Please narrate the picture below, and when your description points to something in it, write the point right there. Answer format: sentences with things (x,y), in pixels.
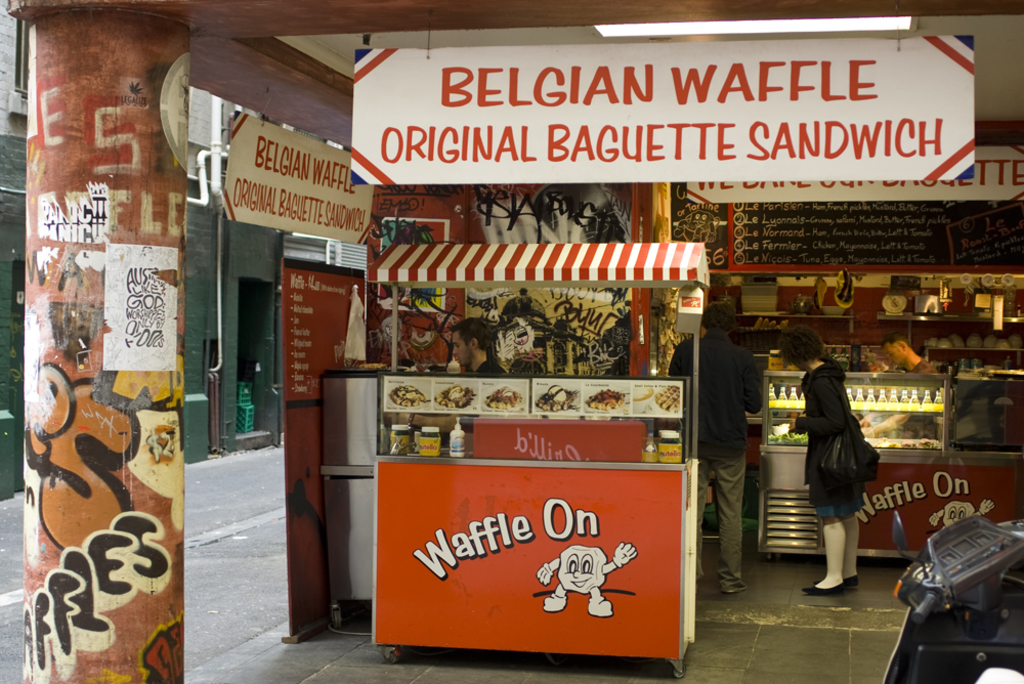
In this image, we can see boards (527,65), stores (411,258) and there is graffiti (150,316) on the wall (411,296) and we can see some objects (897,312), food items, bottles (916,400) and there are some objects (398,428) and we can see people (737,468) and there is a vehicle (945,615) on the road (254,476) and there are buildings (22,176).
